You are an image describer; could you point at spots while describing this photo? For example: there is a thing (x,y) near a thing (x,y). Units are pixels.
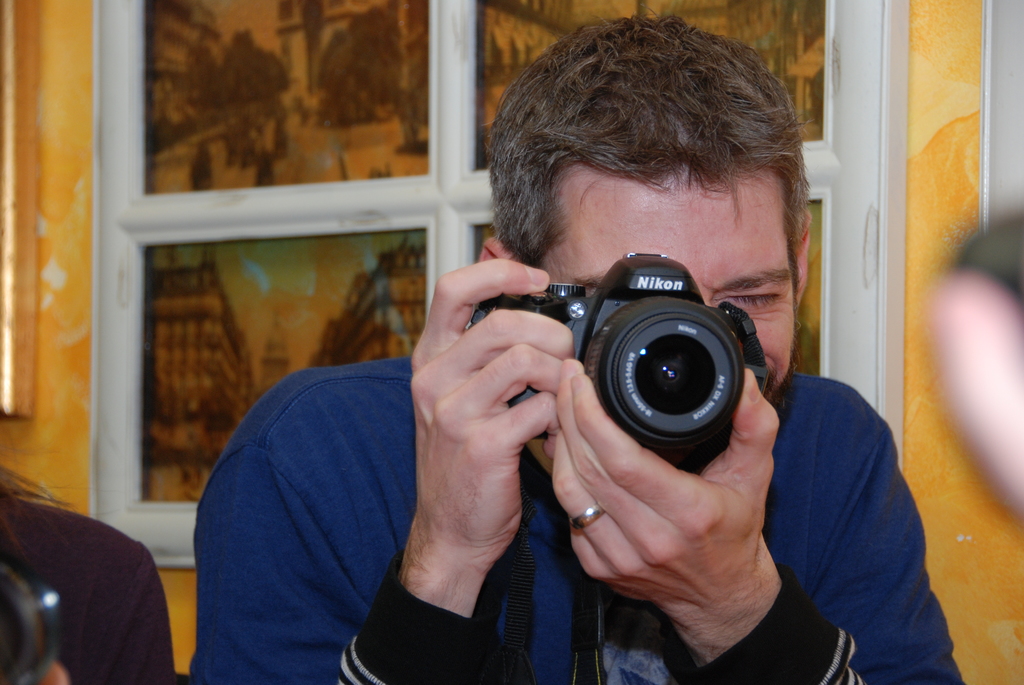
In this image I see a man (534,252) who is wearing blue and black top (328,530) and I see that he is holding a camera (611,282) which is of black in color and I see few words (691,332) written on it and I see the wall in the background (907,368) and I see frames (371,128).
